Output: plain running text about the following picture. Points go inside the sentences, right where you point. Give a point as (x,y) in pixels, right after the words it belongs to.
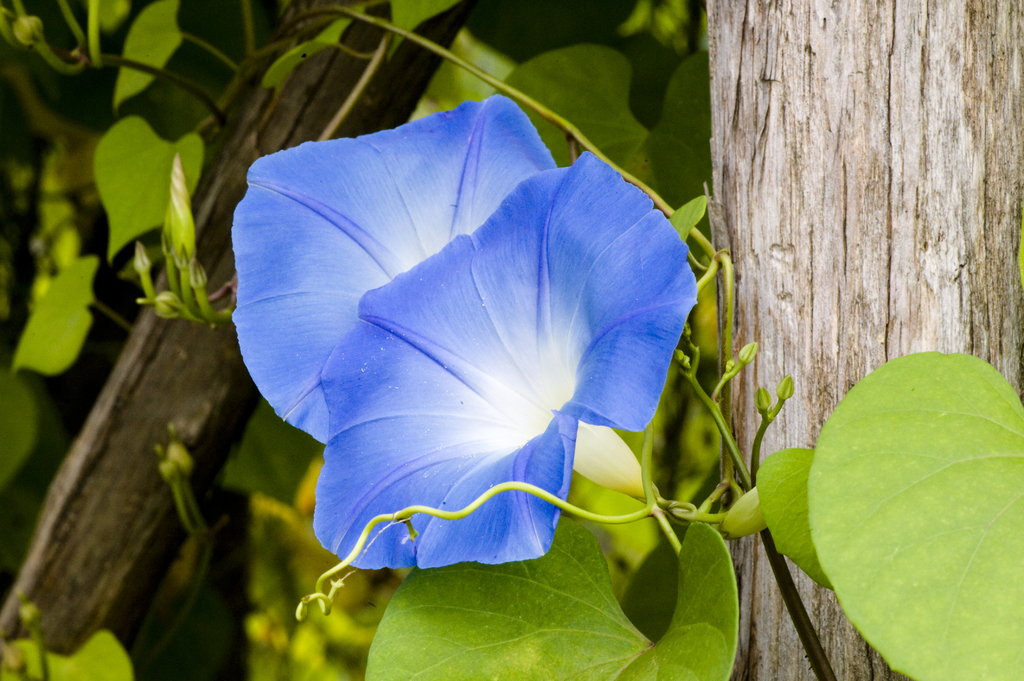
Here in this picture we can see flowers (459,328) present on a plant (490,478) and we can also see some wooden planks (757,61) also present.
